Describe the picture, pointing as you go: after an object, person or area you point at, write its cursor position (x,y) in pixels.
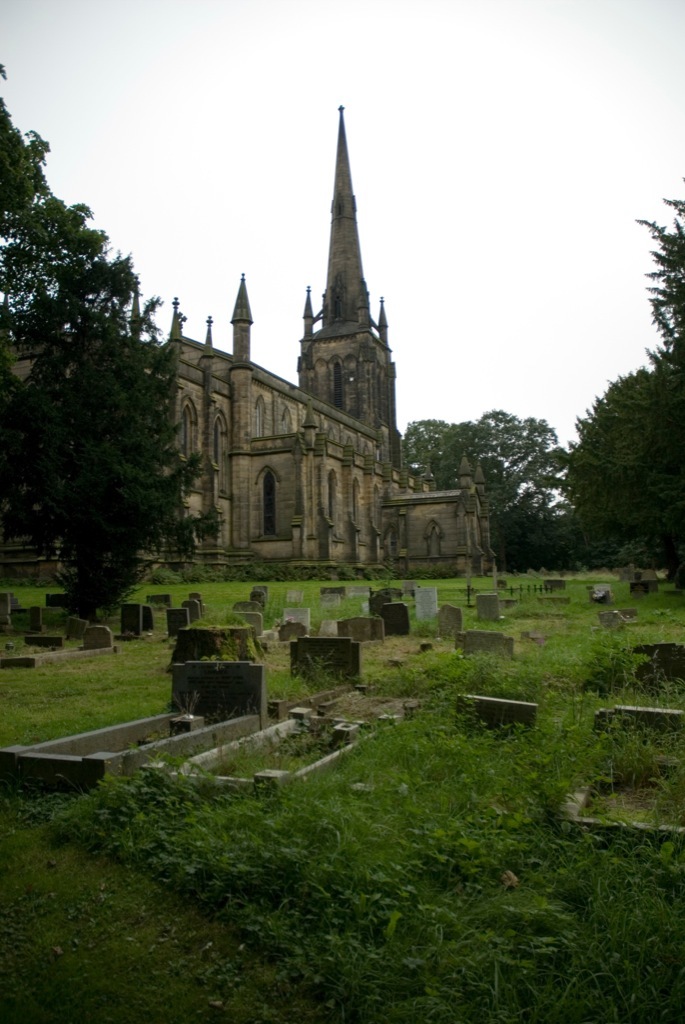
This image consists of cemeteries (207,713), grass (425,795), trees (10,415), building (299,514), tower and the sky (367,248). This image is taken may be during a day.
